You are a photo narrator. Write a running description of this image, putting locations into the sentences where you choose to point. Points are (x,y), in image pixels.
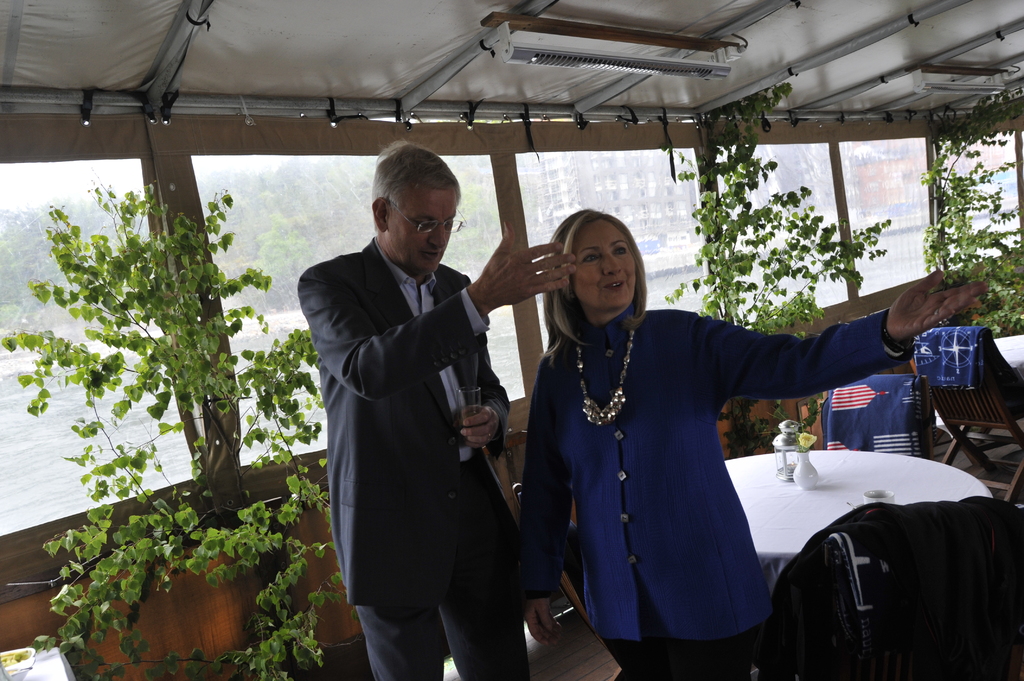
A man (448,462) and woman (613,385) is standing on the floor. Behind them there are tables (1004,353), chairs (989,410), plants (73,638) and a cloth (921,367). This is a tent (390,71) actually and a light (602,60) is fixed to the pole (550,21). Through this transparent screen (312,223) we can see trees (294,209) and buildings (640,196).
